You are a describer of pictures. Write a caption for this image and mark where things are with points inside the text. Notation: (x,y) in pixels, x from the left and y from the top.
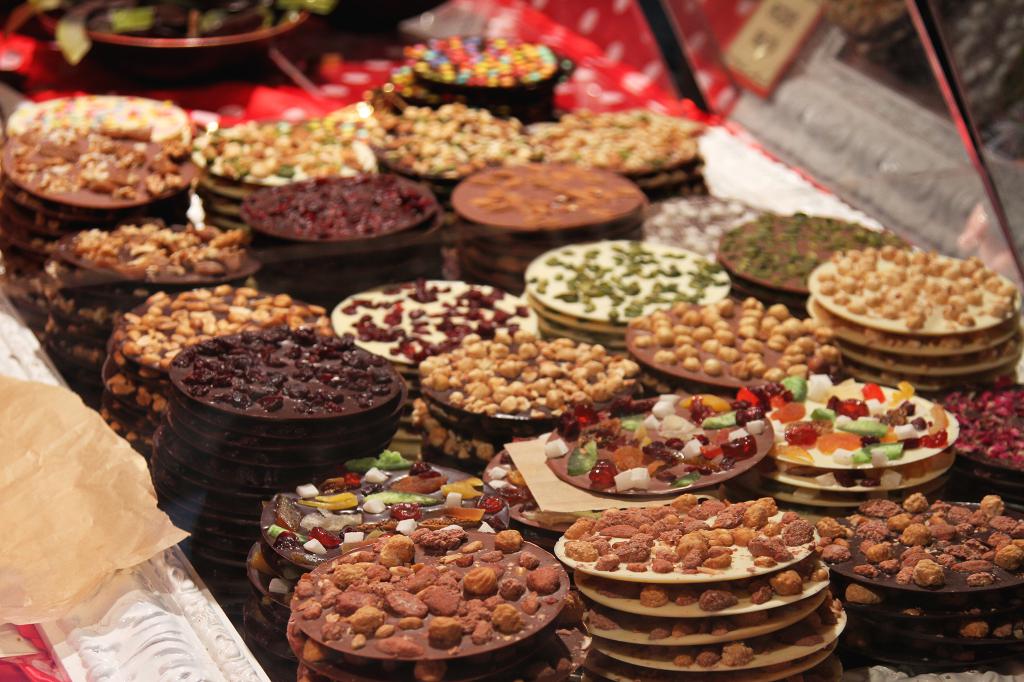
In this picture we can observe several food items (468,323) placed on the table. We can observe brown, maroon, orange and white color food plates (421,307). On the right side (791,68) there are mirrors (742,86).
